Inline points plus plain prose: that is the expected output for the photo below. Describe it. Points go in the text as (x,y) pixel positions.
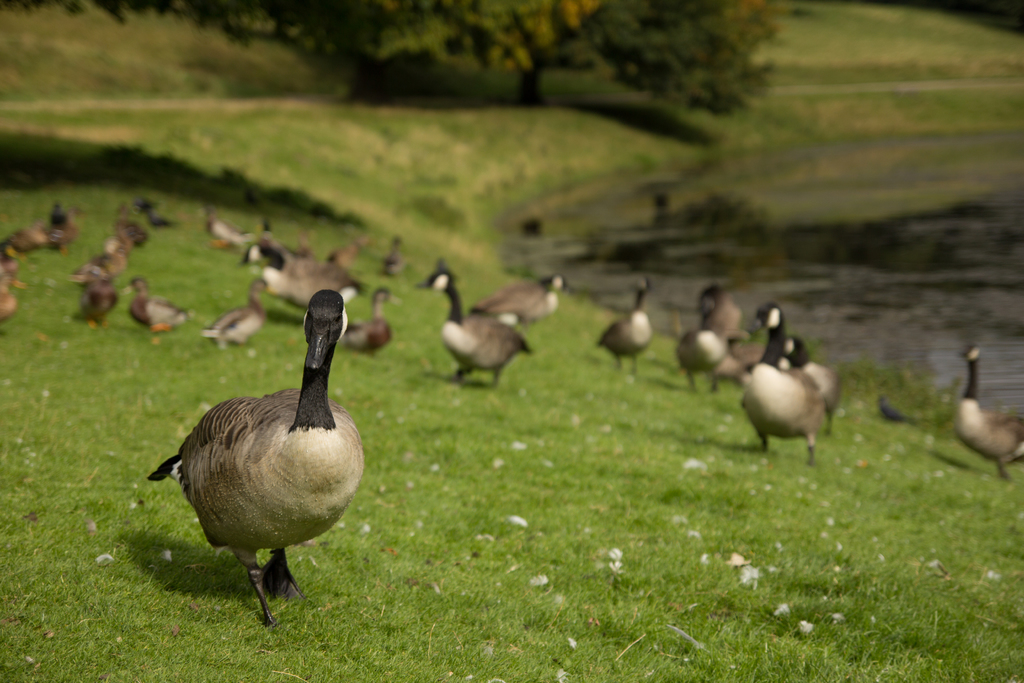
In the center of the image (491,325) we can see ducks (39,236) on the grass (569,537). In the background (473,203) we can see trees (600,44), water (717,232) and grass (653,122).
